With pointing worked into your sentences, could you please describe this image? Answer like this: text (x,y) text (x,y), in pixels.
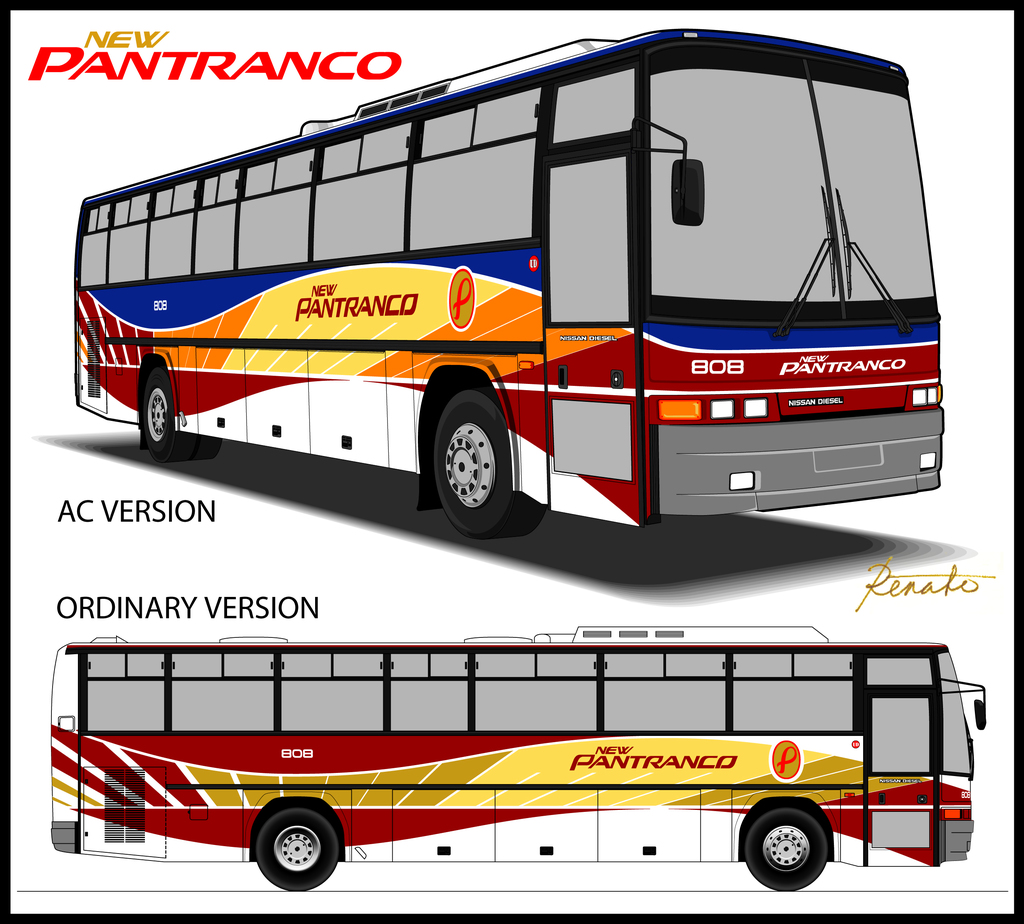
This is a poster (390,297) and here we can see buses (339,405) and there is some text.
